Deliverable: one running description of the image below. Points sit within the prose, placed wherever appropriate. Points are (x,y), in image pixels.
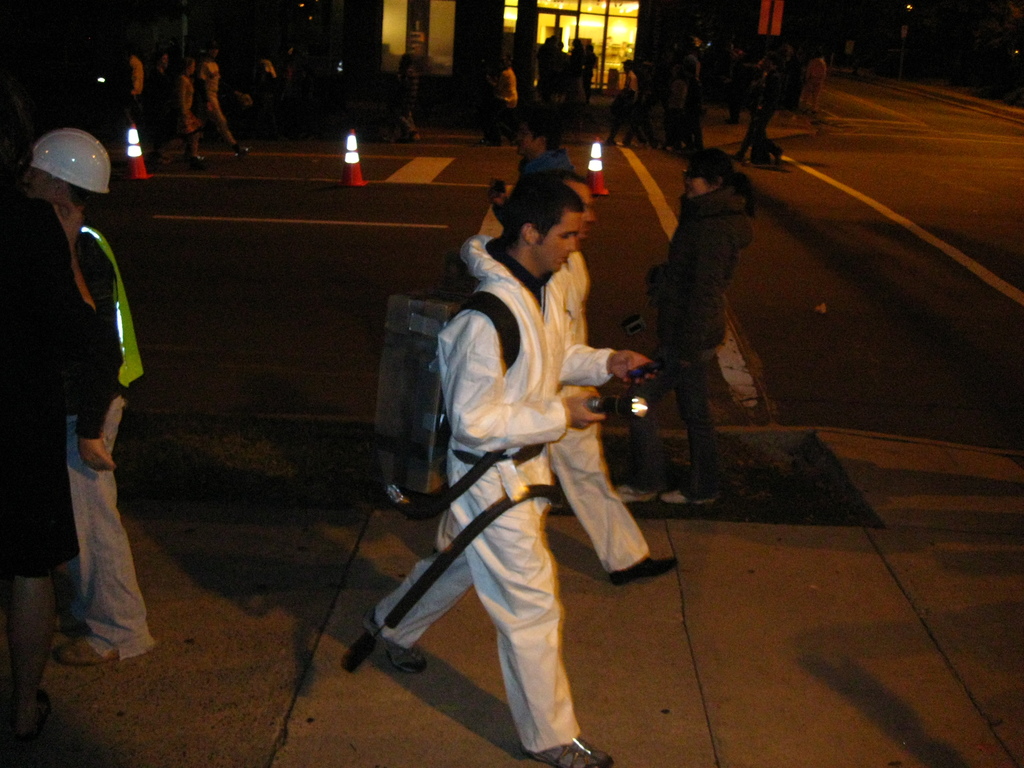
In the picture we can see a road (979,391) and near it we can see a path (699,663) with two people (554,627) are walking they are in white dress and one man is wearing a white helmet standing behind them and on the opposite side we can see some people (501,100) are walking here and there and behind them we can see a building wall (501,50) with glass (504,12) to it and inside we can see lights (565,48).
